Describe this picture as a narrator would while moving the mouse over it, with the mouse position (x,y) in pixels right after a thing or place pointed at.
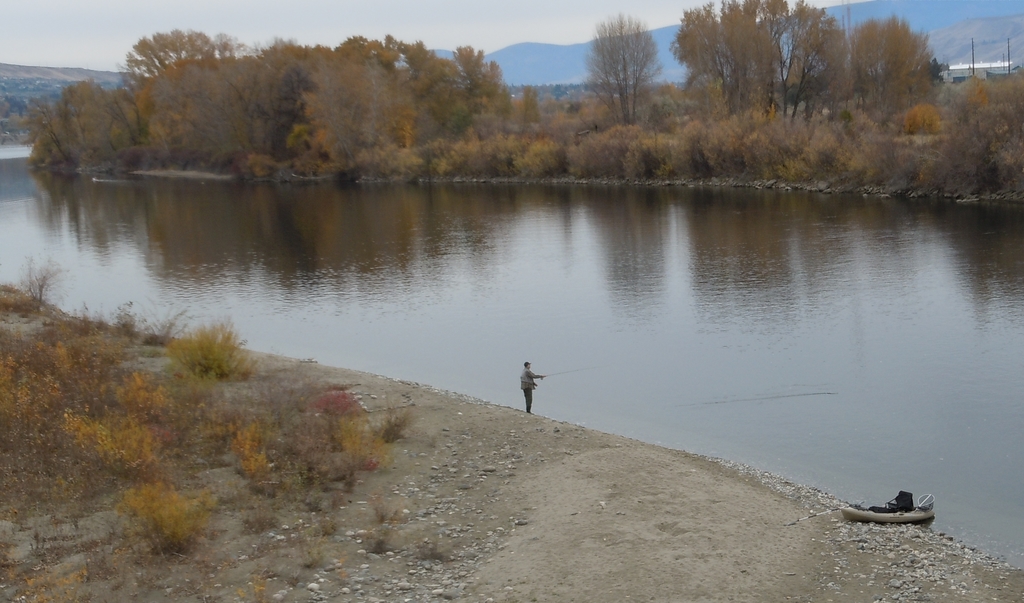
In this image I can see a person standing wearing gray color jacket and black color pant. I can also see a boat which is in white color, background (692,115) I can see trees (513,93) in orange and brown color and the sky (511,31) is in gray color.
